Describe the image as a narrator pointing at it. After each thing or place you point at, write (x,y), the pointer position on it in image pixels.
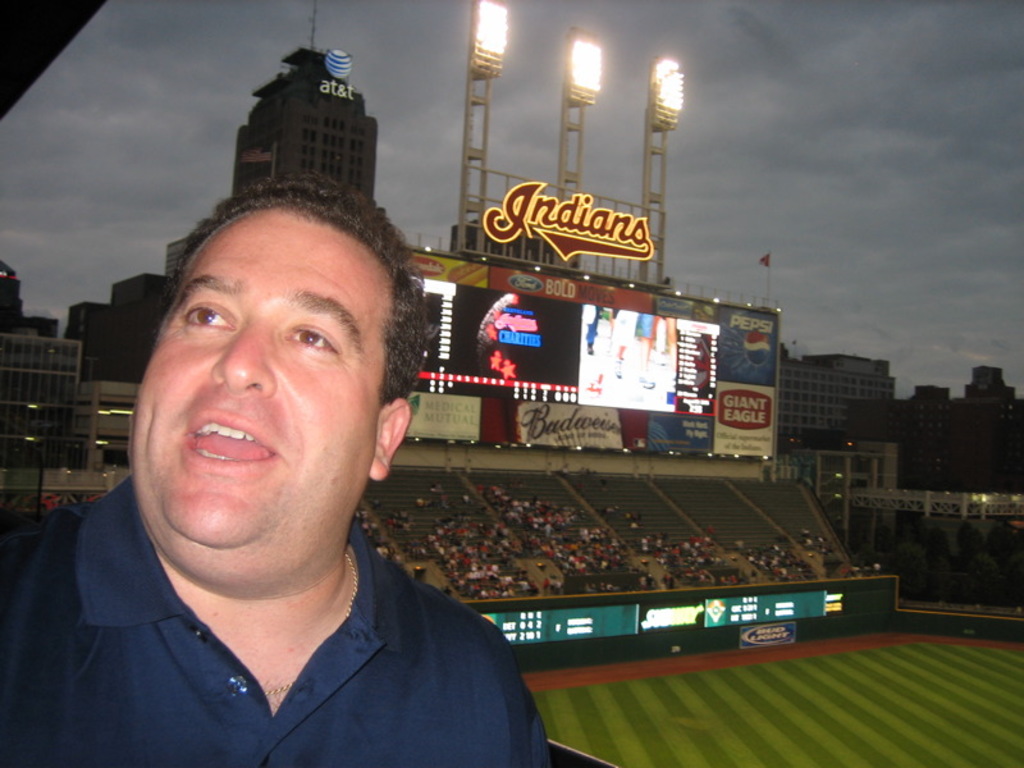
In this picture there is a man (286,696) who is wearing blue t-shirt (278,721). On the right (906,689) we can see the stadium (774,336), screen (643,319) and focus light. In that bottom there is a ground (917,708). In the background (963,470) we can see skyscraper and buildings (969,444). In the top right (891,144) we can see sky (921,53) and clouds (937,38). At the top of the building (779,383) there is a flag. In the stadium (585,588) we can see many peoples (778,563).
